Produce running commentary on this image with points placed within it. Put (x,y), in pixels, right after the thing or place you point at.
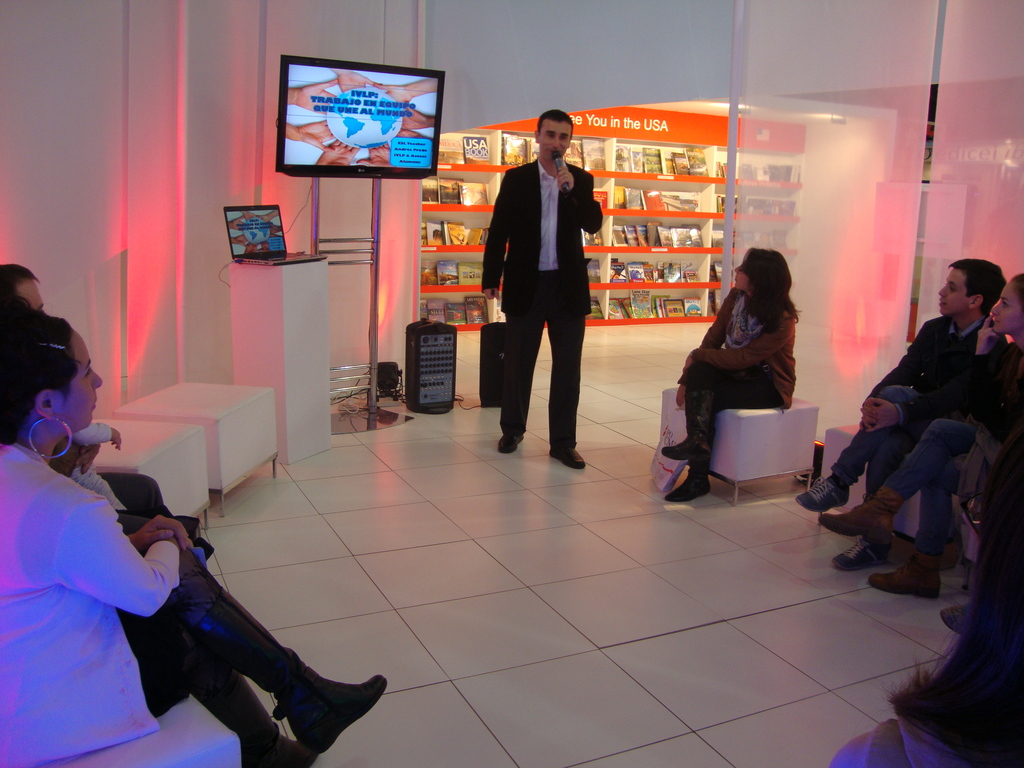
In this image we can see a group of people (751,395) sitting on chairs (147,434). One person (567,241) standing is holding a microphone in his hand (568,182). In the background (390,150), we can see a laptop (270,260) placed on table (277,276) and a television (374,130) placed on poles (373,271), some speakers (450,393) and light (394,392) placed on the floor (488,527), we can also see some books (629,273) placed on racks (700,219). On the right side of the image (885,199) we can see the curtains (864,227).
